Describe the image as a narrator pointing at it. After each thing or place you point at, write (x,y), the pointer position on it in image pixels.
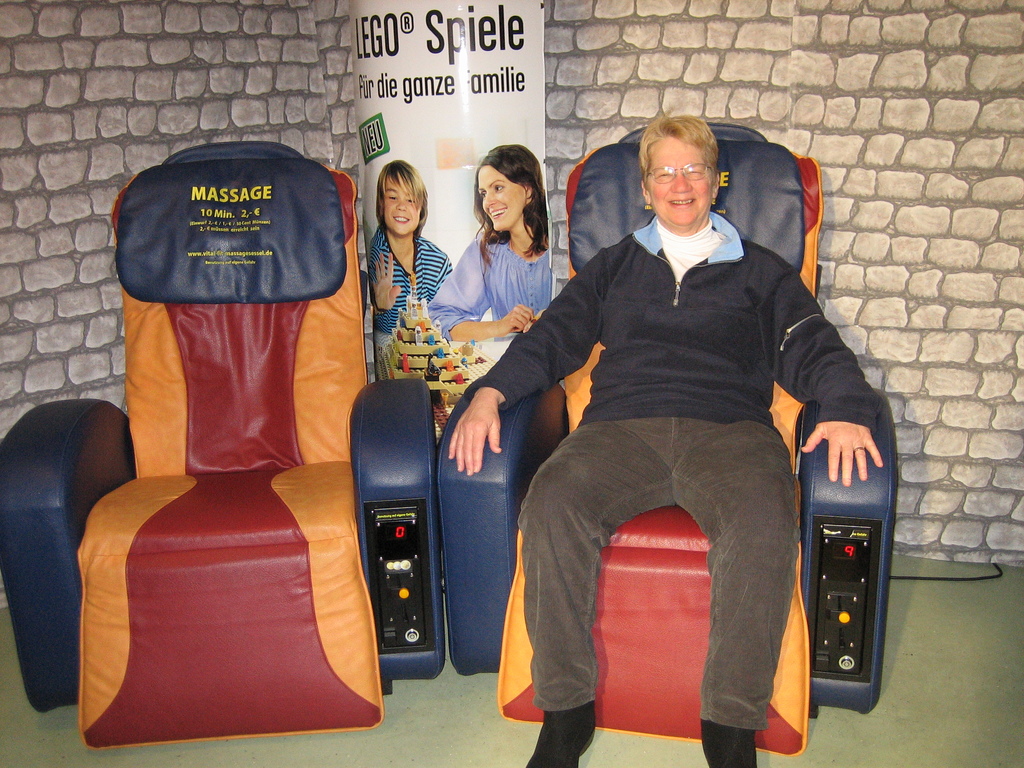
In this picture we can see a person (550,555) sitting on a chair (511,568), beside this chair (473,564) we can see another chair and in the background (512,317) we can see a poster (498,308), wall (980,21).
